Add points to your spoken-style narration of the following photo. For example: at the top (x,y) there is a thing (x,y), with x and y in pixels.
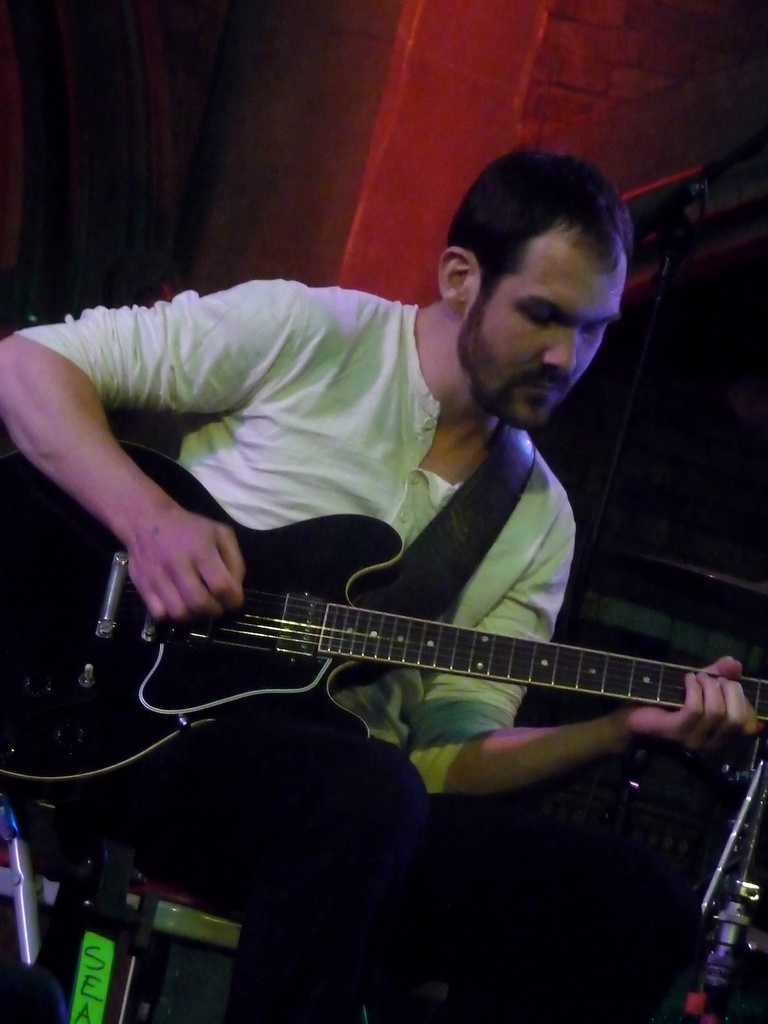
In the center (430,483) we can one man (421,771) sitting on the chair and holding guitar (271,620). And back we can see wall (456,99).
